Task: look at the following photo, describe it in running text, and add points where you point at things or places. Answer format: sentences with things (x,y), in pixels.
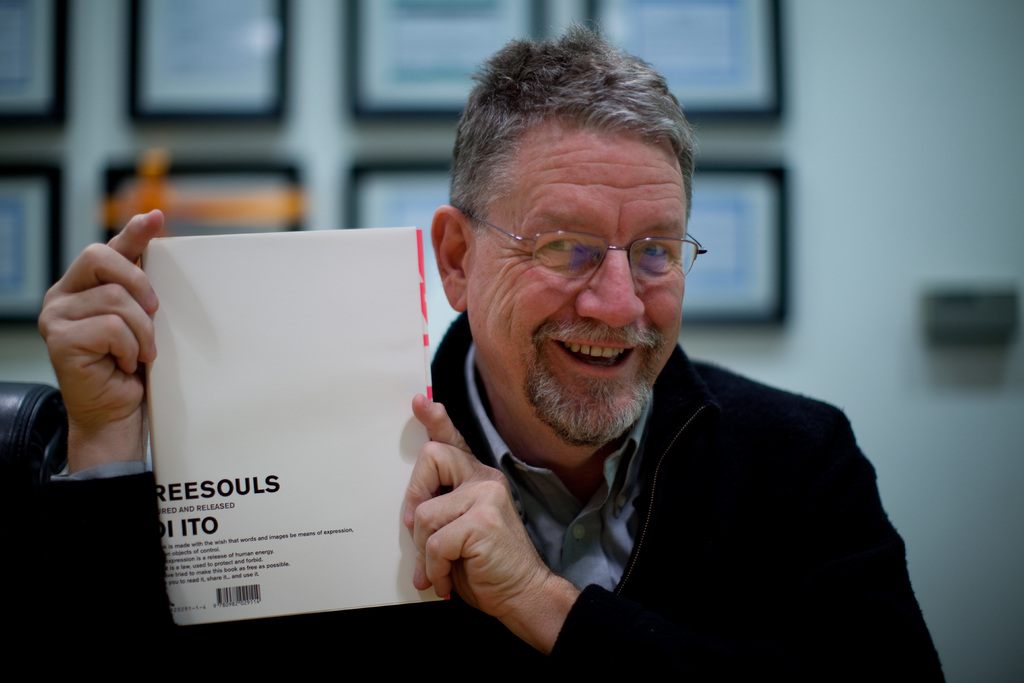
In this picture I can see a man (560,198) in front (480,287) who is holding a book (398,397) and I see something is written on it and I can also see that he is smiling and he is wearing a shirt (586,524) and jacket (676,481). In the background (27,131) I can see the wall (857,389) on which there are many frames (725,25) and I see that it is blurred.
